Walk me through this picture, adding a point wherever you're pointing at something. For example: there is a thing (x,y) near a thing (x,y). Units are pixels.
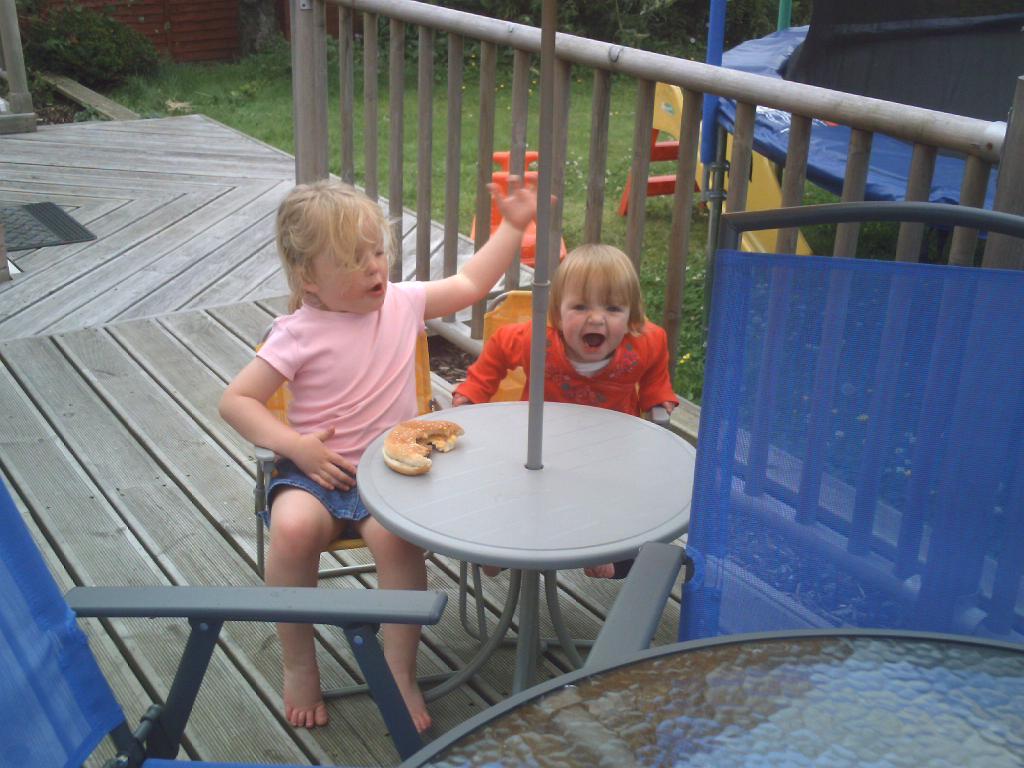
In this image i can see two kids (364,390) sitting on chairs (513,389) in front of a table (482,499), On the table (501,496) i can see a food item (421,438). In the background (455,171) i can see a railing (683,245), a trampoline (722,130), a slide (659,150) and grass (291,96).
